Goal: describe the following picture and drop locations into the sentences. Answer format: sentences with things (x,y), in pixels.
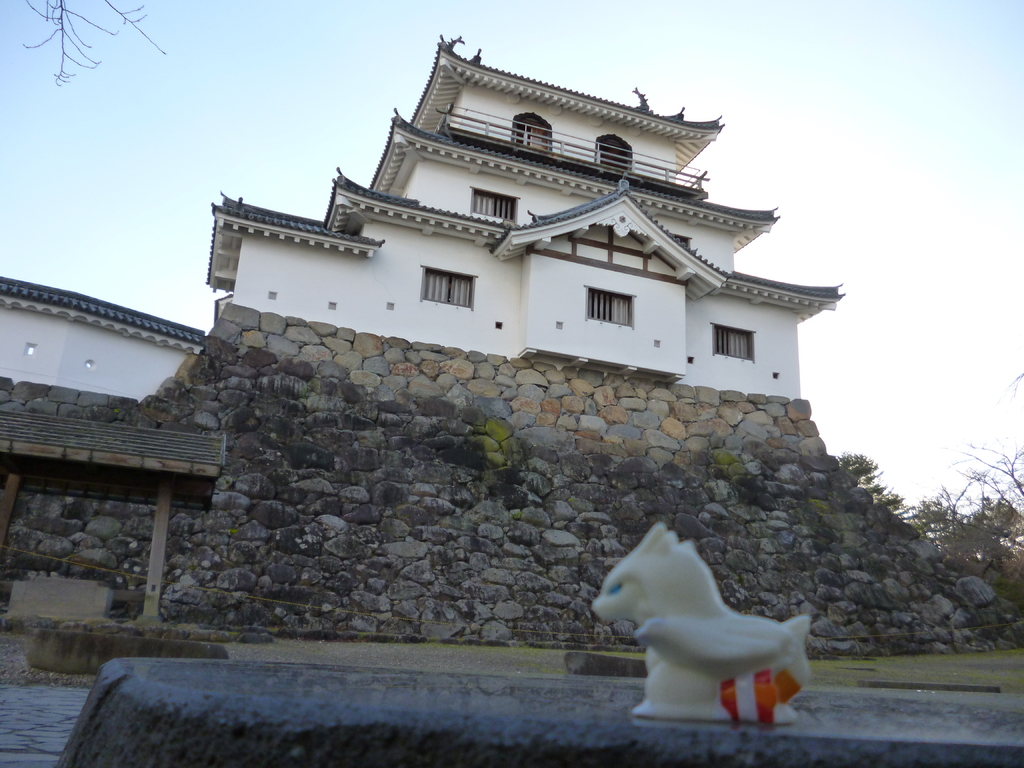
In the foreground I can see a toy (652,646), grass (518,649), shed (115,464) and a building (378,278). In the background (826,377) I can see trees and the sky (98,79). This image is taken during a day.
